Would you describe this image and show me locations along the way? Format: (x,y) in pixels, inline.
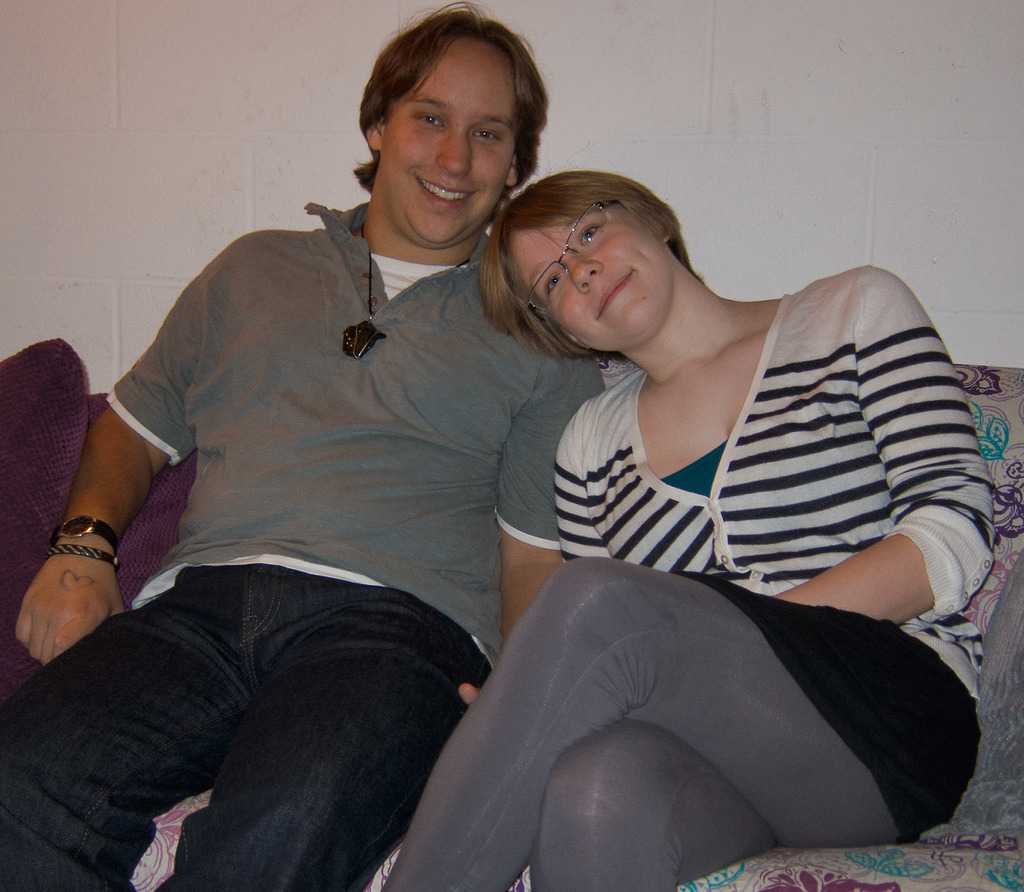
In front of the image there are two people (565,308) sitting on the sofa (1004,374). Beside them there are pillows (65,380). Behind them there is a wall (160,156).
